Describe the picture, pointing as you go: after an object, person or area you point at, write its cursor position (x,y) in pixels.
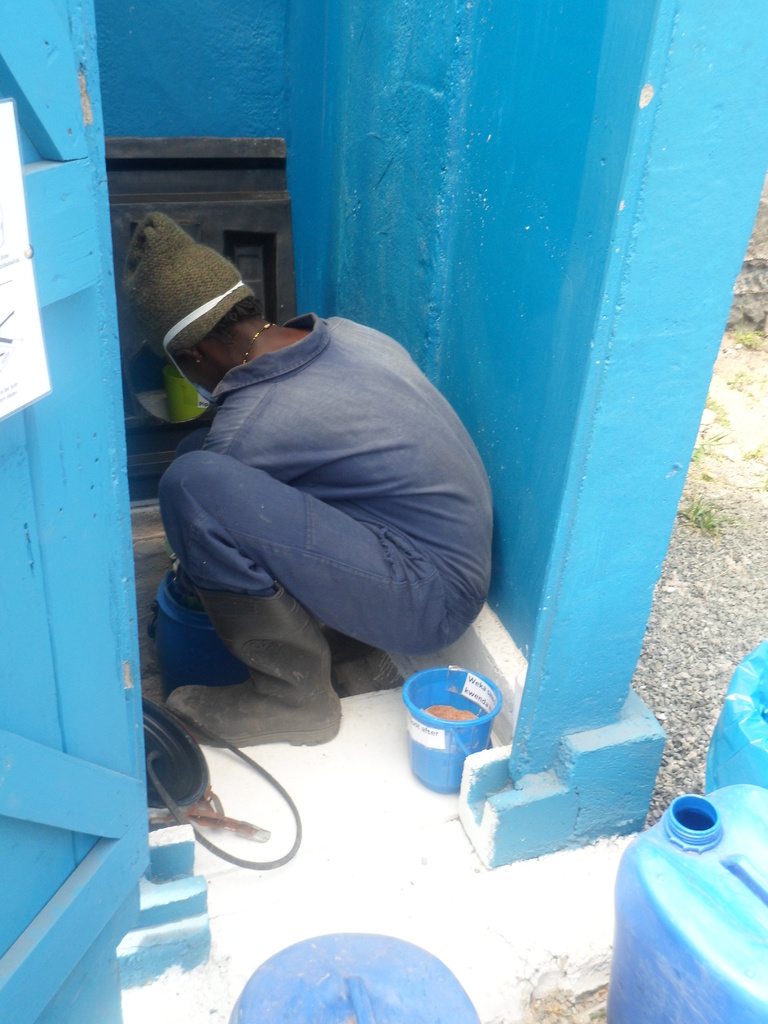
In this image there is a person (333,487), bucket (423,722), cans (311,948), wall (570,281) and objects (755,696).
